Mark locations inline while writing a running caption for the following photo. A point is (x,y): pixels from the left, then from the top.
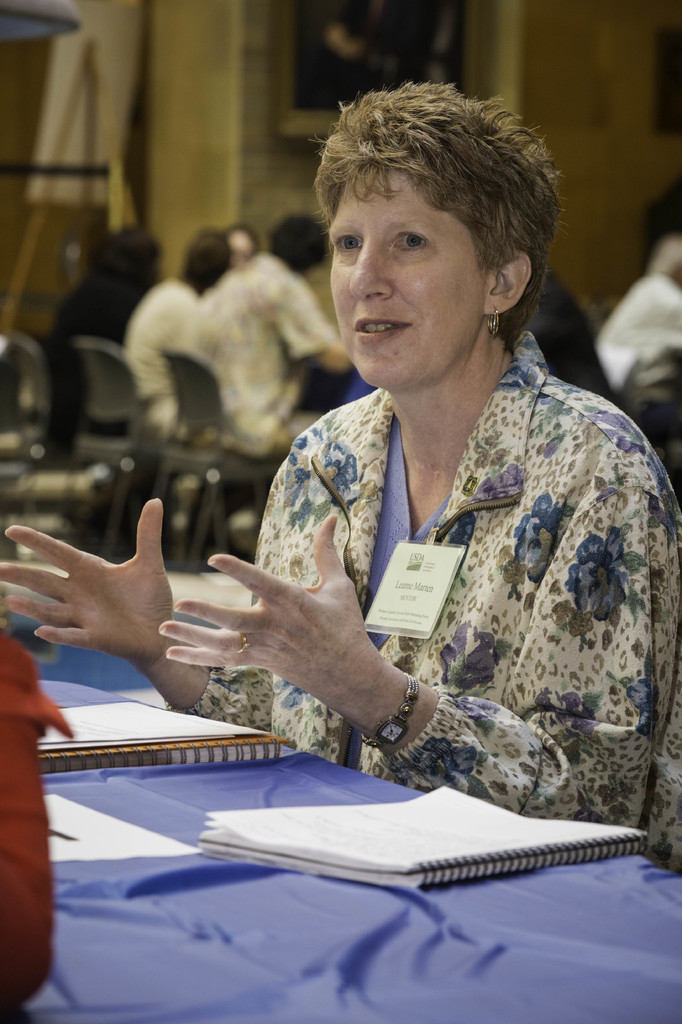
A lady (480,556) wearing a floral dress (491,586), tag (417,586) and a watch (415,681) is also speaking. In front of her there is a table (351,933) with blue sheet (351,933). On the table (299,927) there are books (302,841). In the background (212,326) there are some people (231,278), wall (205,219).
